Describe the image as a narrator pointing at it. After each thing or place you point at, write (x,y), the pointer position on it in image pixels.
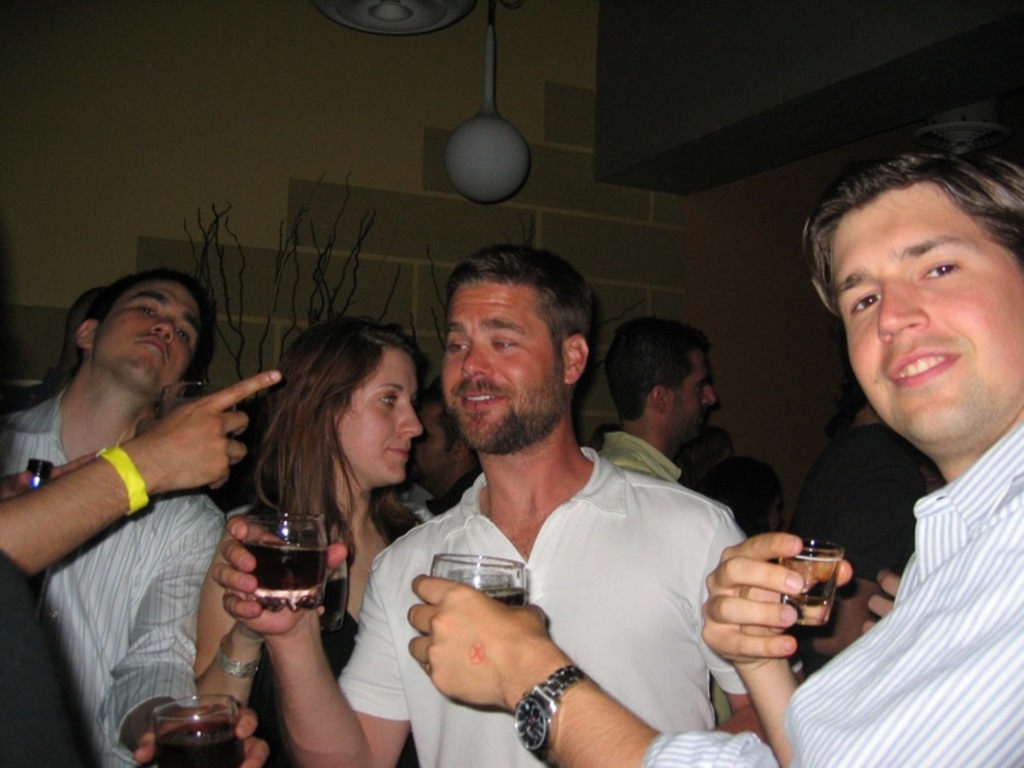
In this picture there are people (702,590), among them few people (189,620) holding glasses (161,707) with drink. In the background of the image (266,332) we can see decorative objects (285,318) and wall (461,222).
